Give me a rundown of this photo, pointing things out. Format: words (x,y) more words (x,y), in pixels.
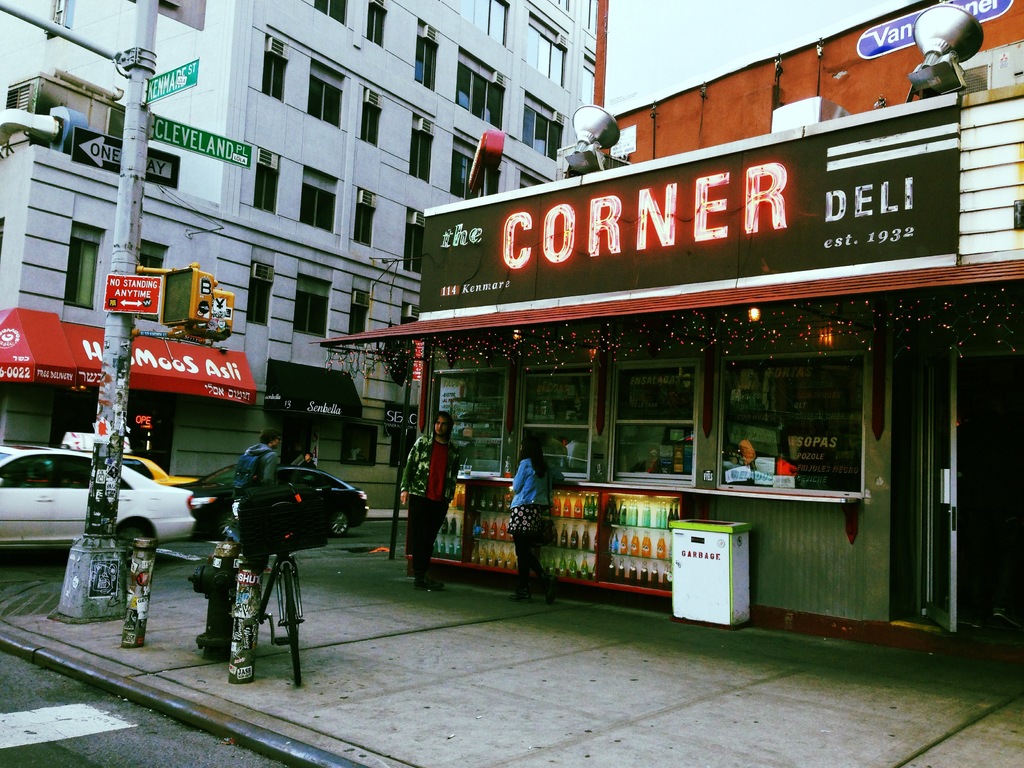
In this image, in the middle (431,494) there is a man (432,507), woman (530,547) and there are lights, shop (548,450), bottles (595,517), shelves (598,531), people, text (641,236), bicycle (275,569), poles (98,615), sign boards (143,301), floor (307,723). In the background (97,309) there are cars (35,498), building (278,359), windows (427,67), signboards (157,286), people (270,482), road (377,535), sky (714,48).
